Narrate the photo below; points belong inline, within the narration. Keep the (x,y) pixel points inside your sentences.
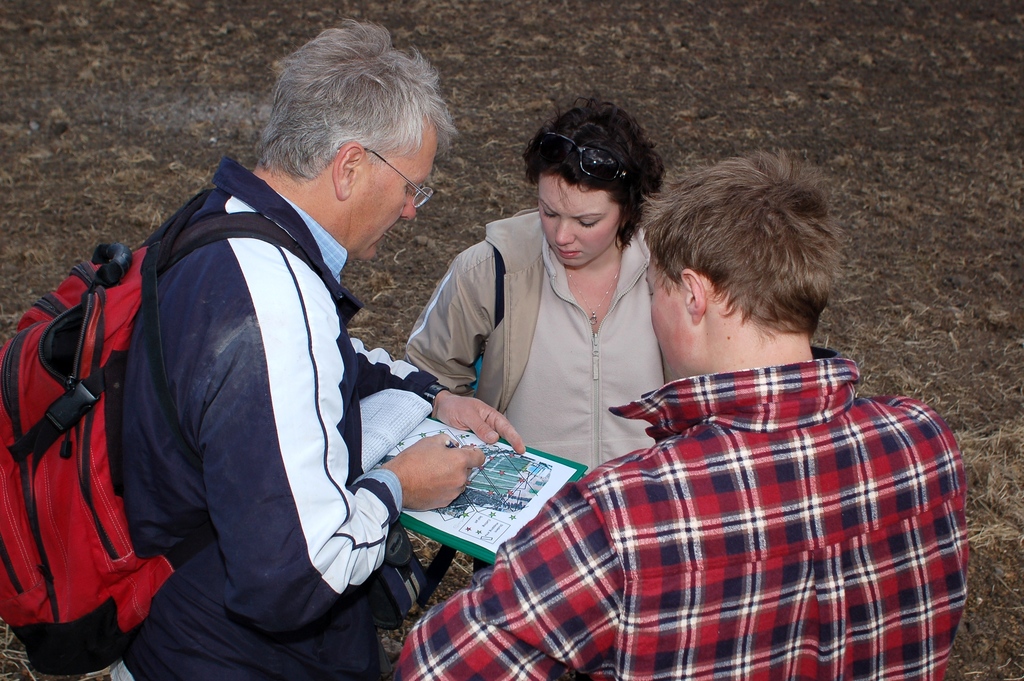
In this image we can see few people (240,333). A person (202,314) is wearing a backpack (82,464) and holding some objects (503,475) in his hand (428,500).
